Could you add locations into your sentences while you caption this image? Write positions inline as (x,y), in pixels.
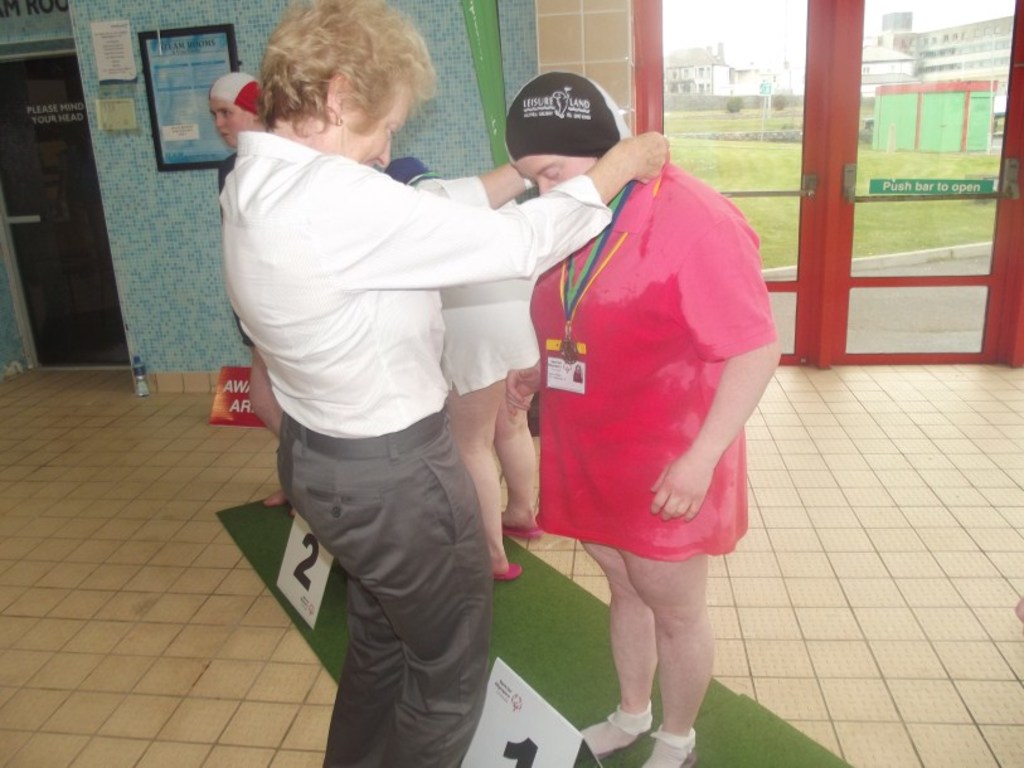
In this image, we can see some people (364,284) standing, there is a glass door (745,177), there is a wall (204,253), in the background (882,215) there is green grass (747,177) on the ground (780,177).
